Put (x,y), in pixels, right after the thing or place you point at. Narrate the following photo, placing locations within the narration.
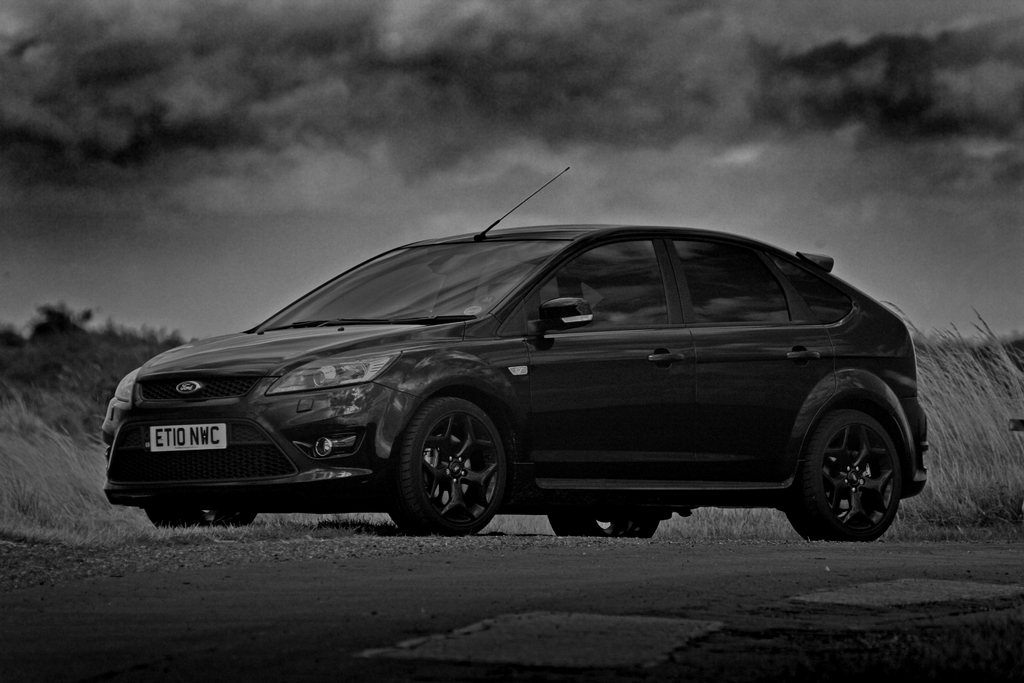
In this picture we can see a car (453,511) on the ground (156,599), plants (94,430), trees (144,339) and in the background (464,135) we can see the sky (326,135) with clouds (577,132).
